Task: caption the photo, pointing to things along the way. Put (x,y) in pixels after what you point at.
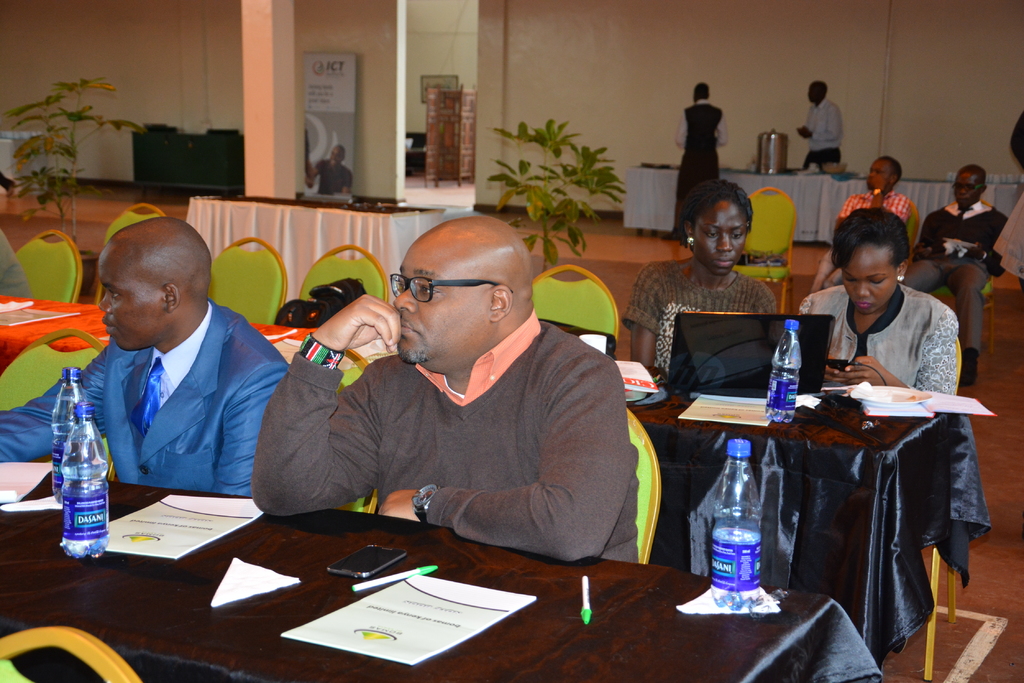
In this Image I see people (126,262) who are sitting on chairs (762,215) and there are tables (854,444) in front of them on which there are laptop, papers (19,313), bottles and other things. In the background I see few more tables (399,228) and 2 persons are standing over here and I see the plants (37,126).
